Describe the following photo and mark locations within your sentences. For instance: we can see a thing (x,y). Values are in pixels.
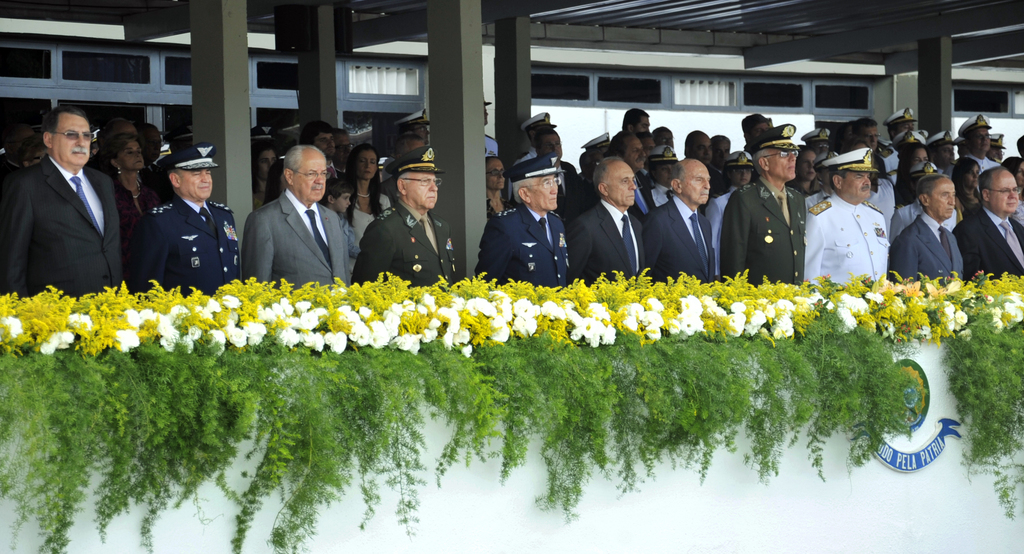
This picture describes about group of people (498,170), they are all standing, and few people (867,153) wore caps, in front of them we can see few flowers (257,332).
